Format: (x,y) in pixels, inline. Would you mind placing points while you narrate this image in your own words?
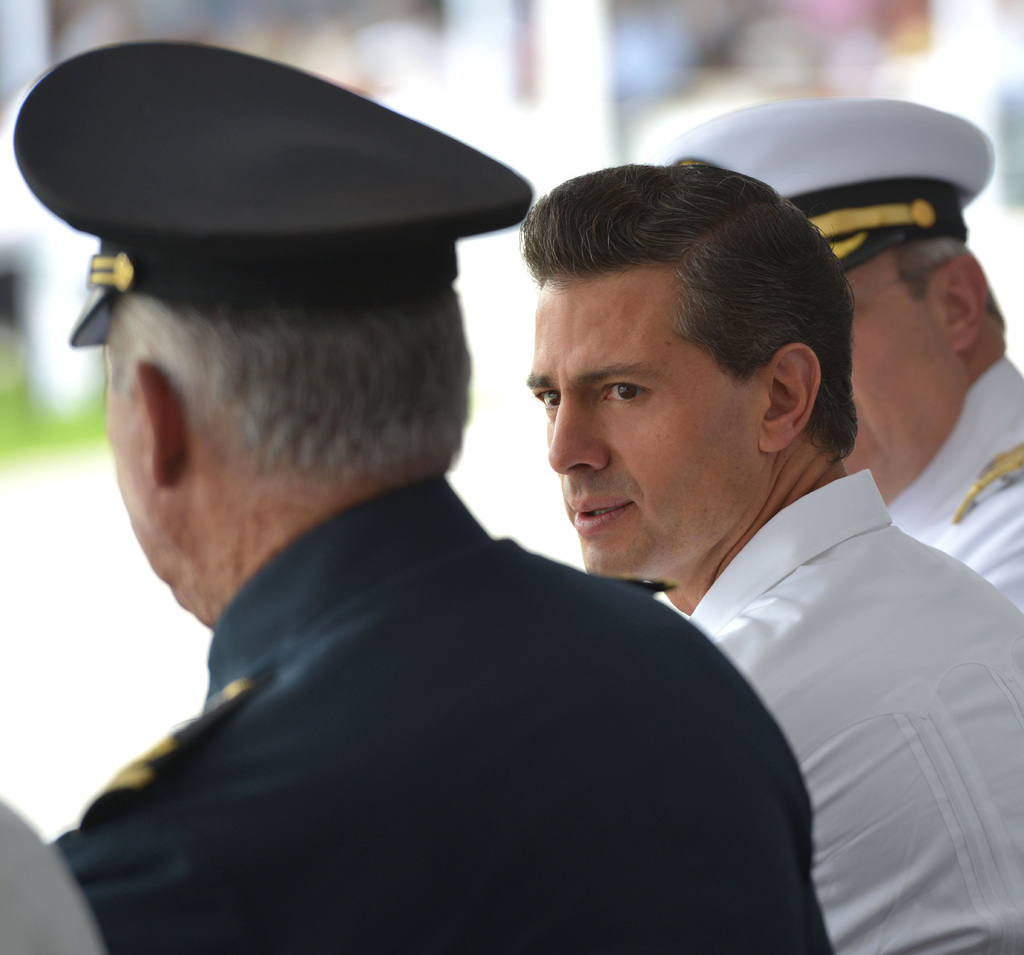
In the image there are three men (386,480), the middle person (688,523) is looking towards his left and the background of the men (655,245) is blur.
